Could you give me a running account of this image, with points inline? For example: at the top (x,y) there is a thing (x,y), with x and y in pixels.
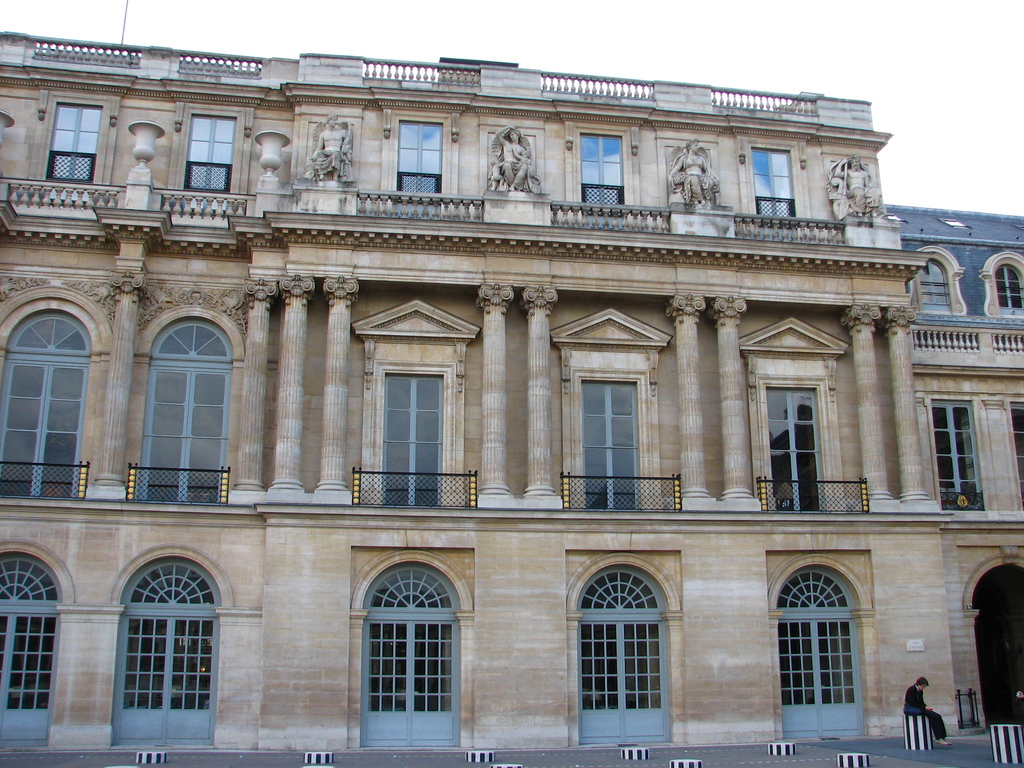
In this image we can see a building (572,459) with windows (587,463), pillars (487,470) and doors (589,656). We can also see a man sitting on a stool (912,721). On the backside (840,45) we can see the sky (702,9).
